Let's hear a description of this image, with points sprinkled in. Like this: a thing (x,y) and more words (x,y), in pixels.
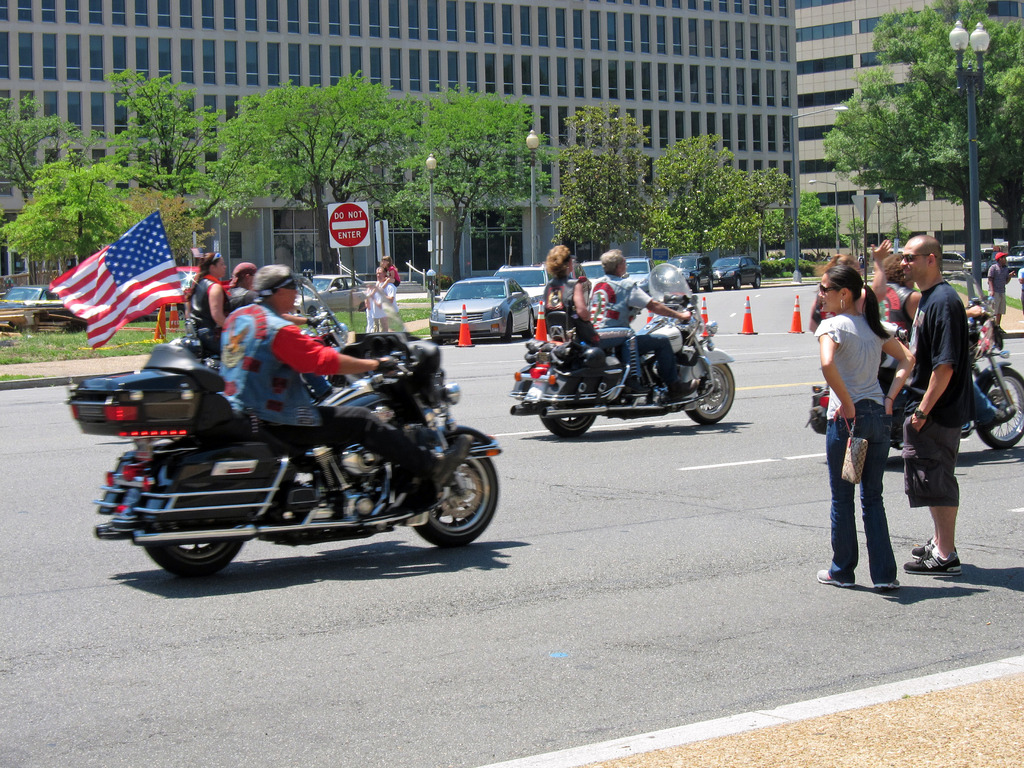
In this picture we can see some persons (647,340) riding bike (627,393) and some are sitting at back of them and here we can see cars (492,315) and traffic cones (751,319) on road (764,301) and the background (235,65) we can see building (727,108), trees (435,122), pole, light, flags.
